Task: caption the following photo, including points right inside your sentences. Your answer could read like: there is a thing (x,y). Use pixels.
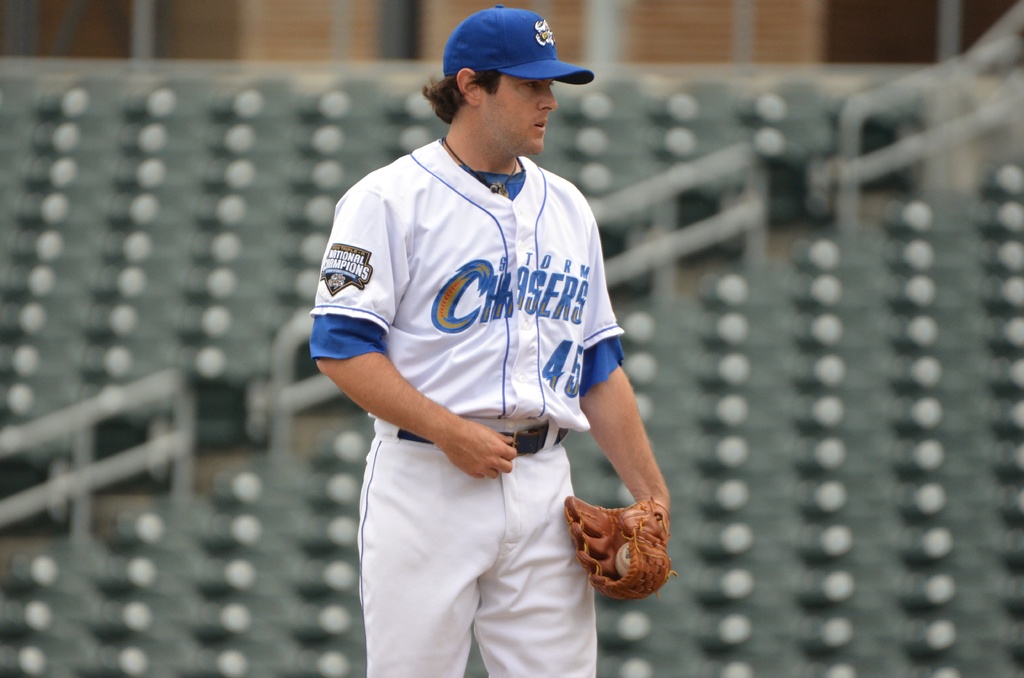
In this image we can see a person (518,457) wearing white dress (469,381) is standing. The background (83,288) is blurry.
